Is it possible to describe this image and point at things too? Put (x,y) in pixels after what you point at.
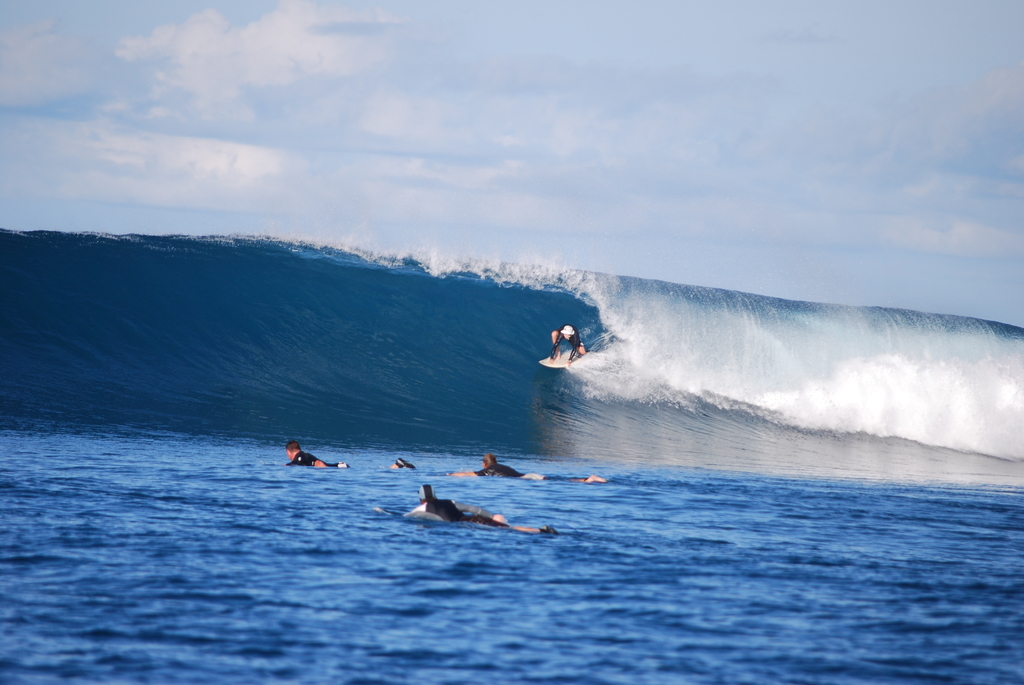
This picture is clicked outside the city. In the foreground (566,524) we can see the group of people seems to be swimming in the water body (533,496) and in the center (551,363) we can see a person (580,339) seems to be surfing and we can see the ripples (908,373) in the water body (169,275). In the background (253,86) we can see the sky (579,127) which is full of clouds (384,114).
